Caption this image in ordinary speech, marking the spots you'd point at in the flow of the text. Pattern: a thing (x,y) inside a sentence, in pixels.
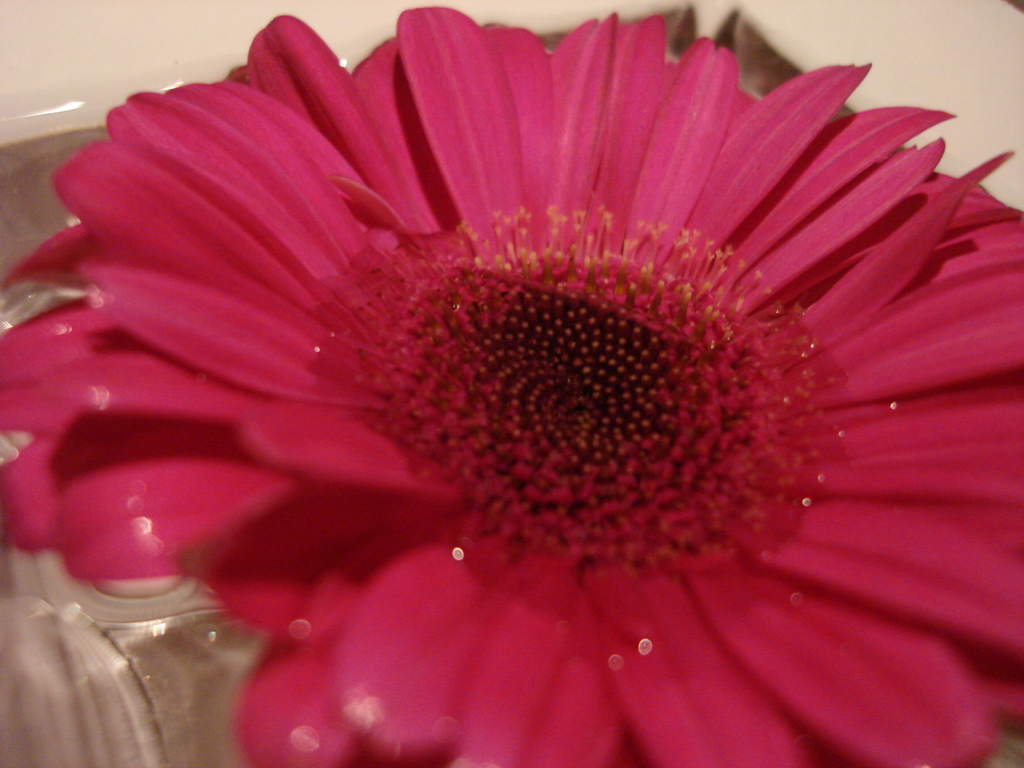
In the foreground of the image (108,308) there is a gerbera daisy (387,503) in water (75,627).
